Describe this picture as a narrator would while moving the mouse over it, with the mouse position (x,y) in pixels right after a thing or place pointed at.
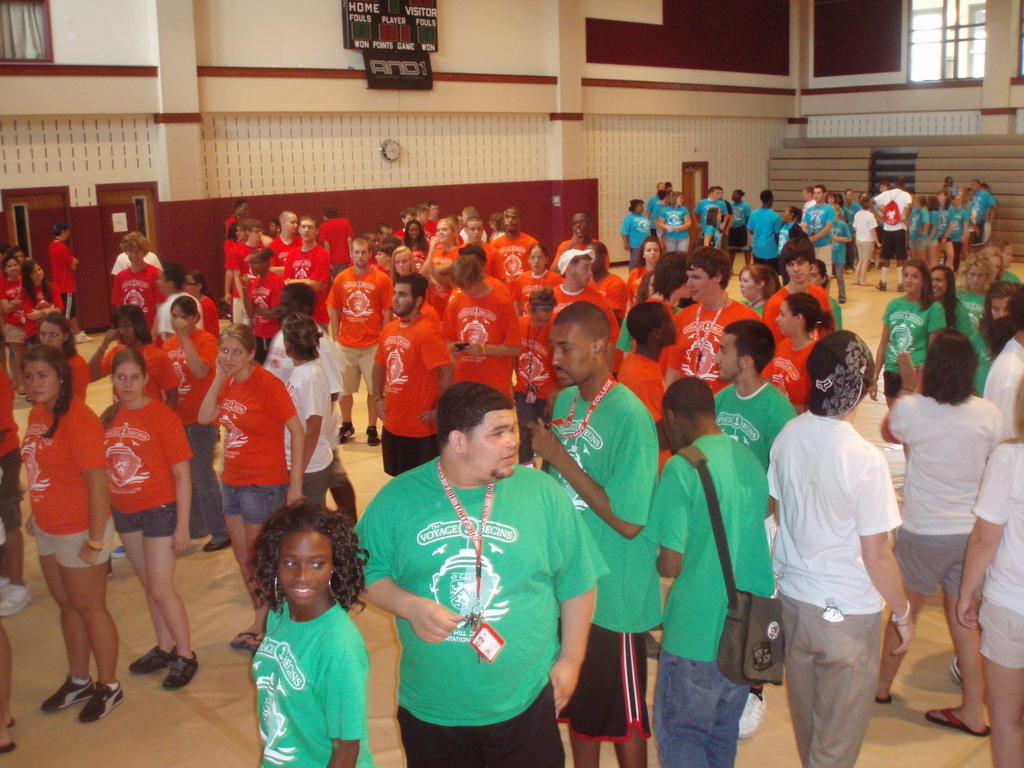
In this picture I can see group of people (807,413) standing, there is a clock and a score board (428,76) attached to the wall (455,133), there are doors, at the top right corner of the image (924,83) there is a window (915,56).
